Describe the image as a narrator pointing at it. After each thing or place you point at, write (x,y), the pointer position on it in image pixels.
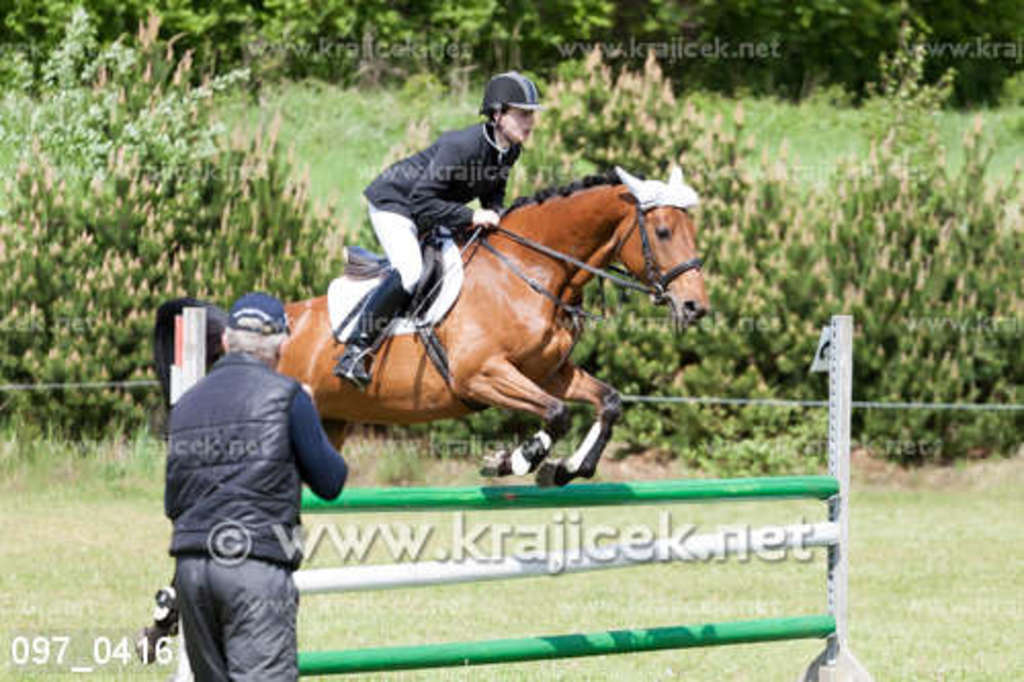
Person (486,170) is sitting on a horse (546,281). These are rods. This horse (372,359) is trying to jump from that end to this end. Another person (226,531) is standing and wore jacket (191,497). Background (866,301) there are plants (905,266) and grass (808,127). On this image we can see watermarks (245,172).
